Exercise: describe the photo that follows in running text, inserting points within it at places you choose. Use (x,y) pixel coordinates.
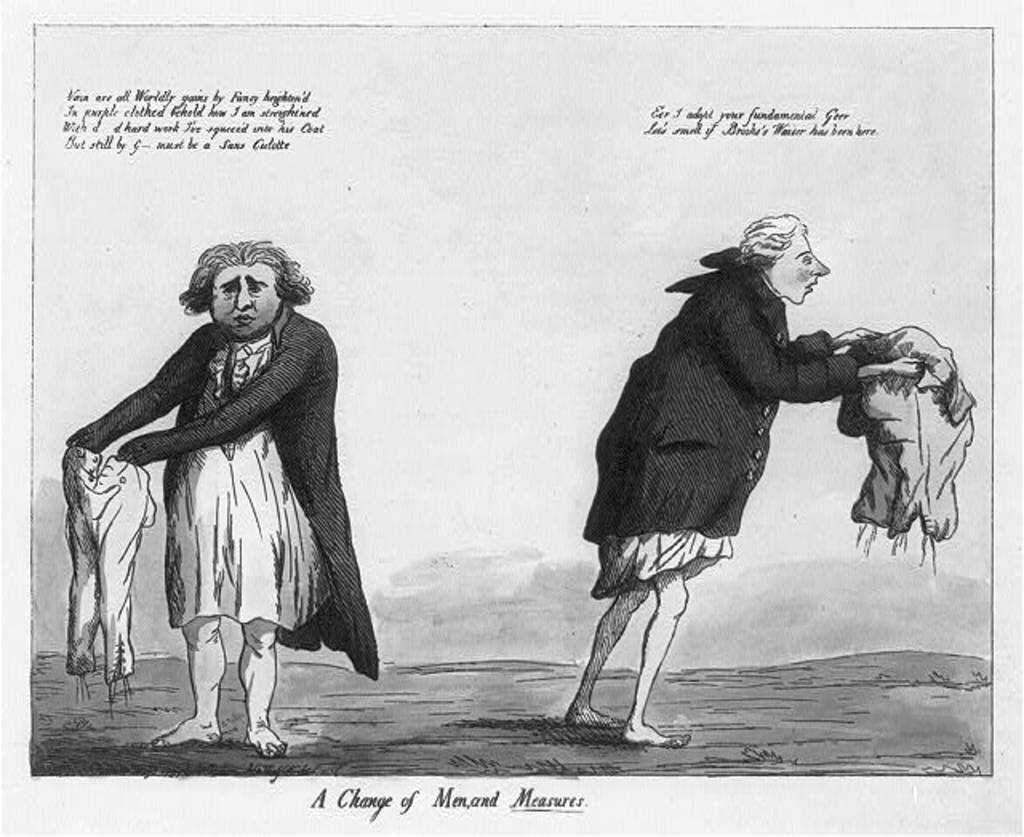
As we can see in the image there is a poster (322,402). In poster (320,434) there are two people (283,625) standing.
